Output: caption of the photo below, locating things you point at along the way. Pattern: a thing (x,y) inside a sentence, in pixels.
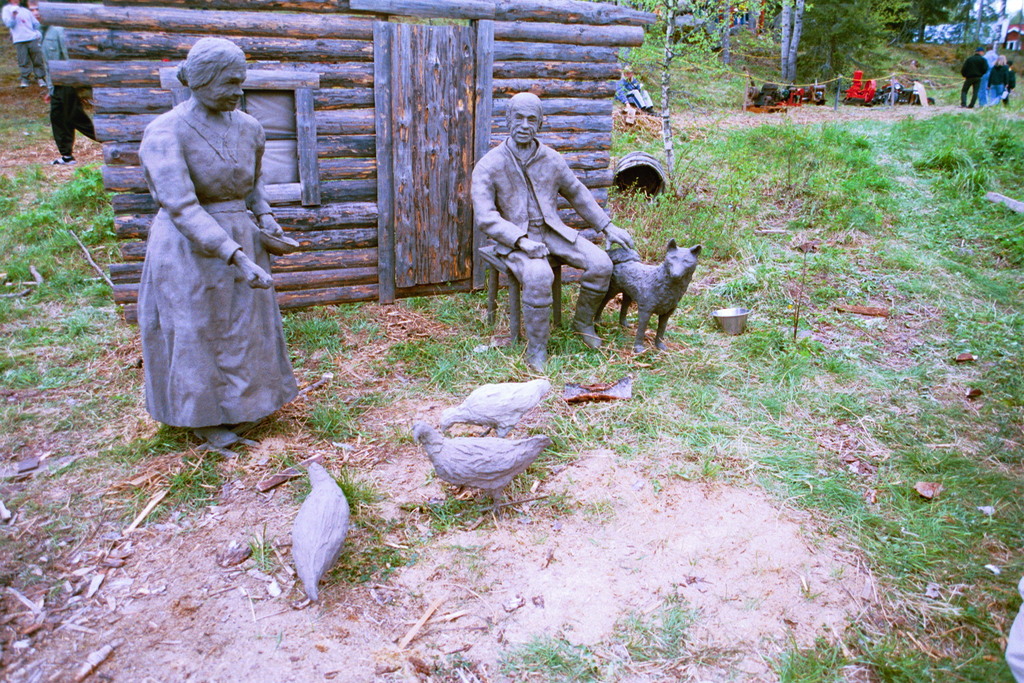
In this image I can see sculpture (146,316) of people (245,132), birds (330,477) and of an animal (633,270). I can also see grass (783,410), trees (885,40) and in background (62,102) I can see few people (988,58) are standing.
